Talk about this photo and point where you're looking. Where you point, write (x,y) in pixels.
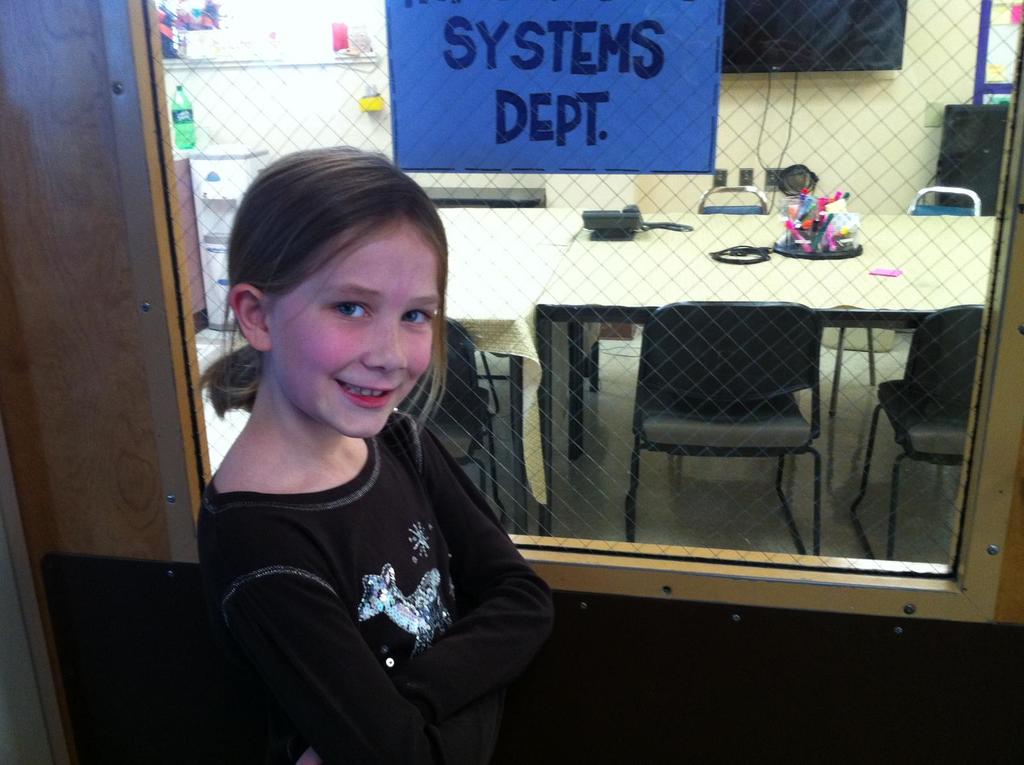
The kid (406,611) is standing in front of a window (566,75) and there are chairs (717,340), tables (796,267) and a television (808,47) in the background (820,51).
